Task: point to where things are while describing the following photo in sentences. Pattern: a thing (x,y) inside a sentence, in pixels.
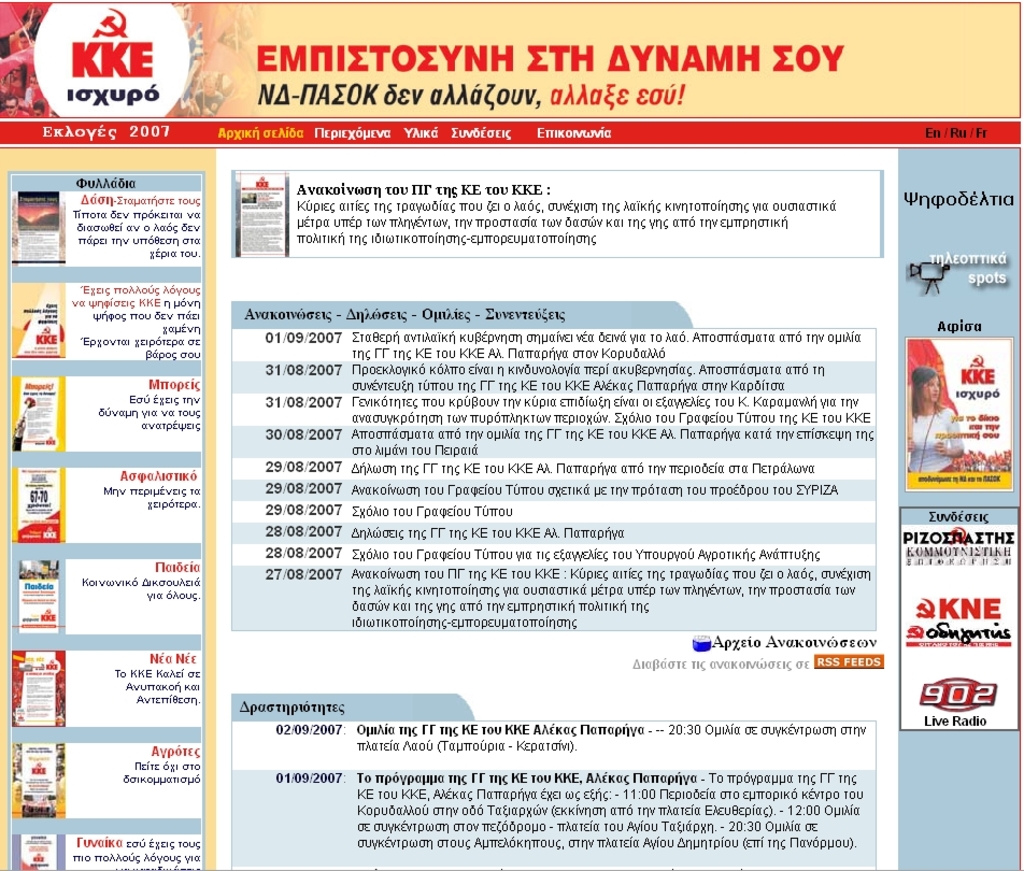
This might be a poster (924,163) in this image there is some text (532,542), and on the right side of the image (929,393) there is one woman's image (933,414) is visible.
